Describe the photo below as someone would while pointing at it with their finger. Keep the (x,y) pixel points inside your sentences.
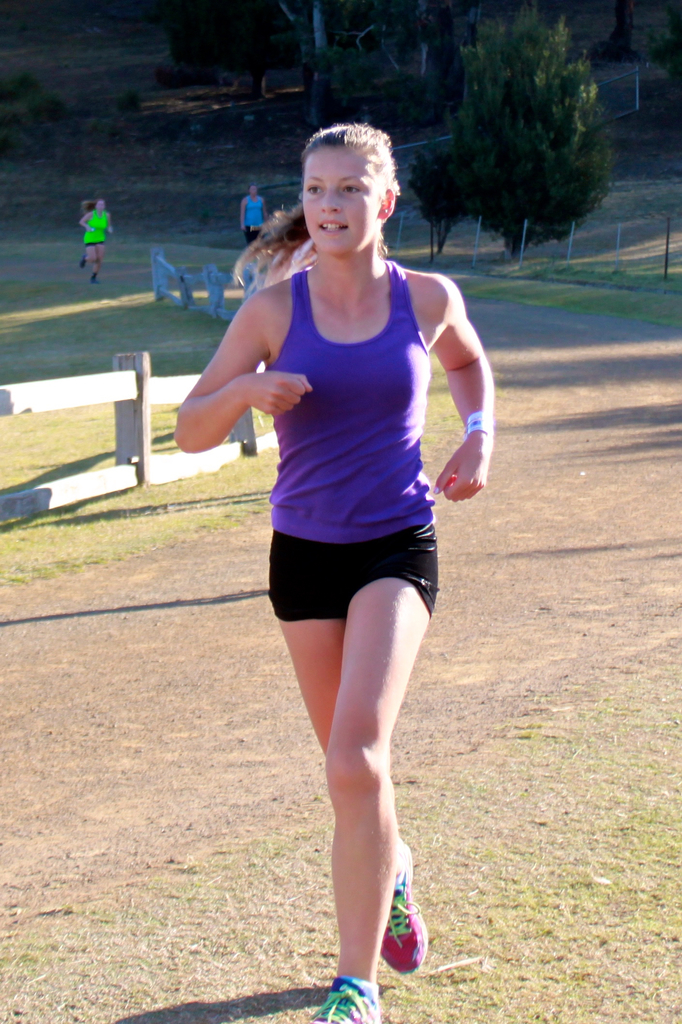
In this image in front (282,371) there is a person (339,608) running on the road (180,562). Behind her there are two other people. There is a fence (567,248). In the background of the image (510,56) there are trees (518,93).
